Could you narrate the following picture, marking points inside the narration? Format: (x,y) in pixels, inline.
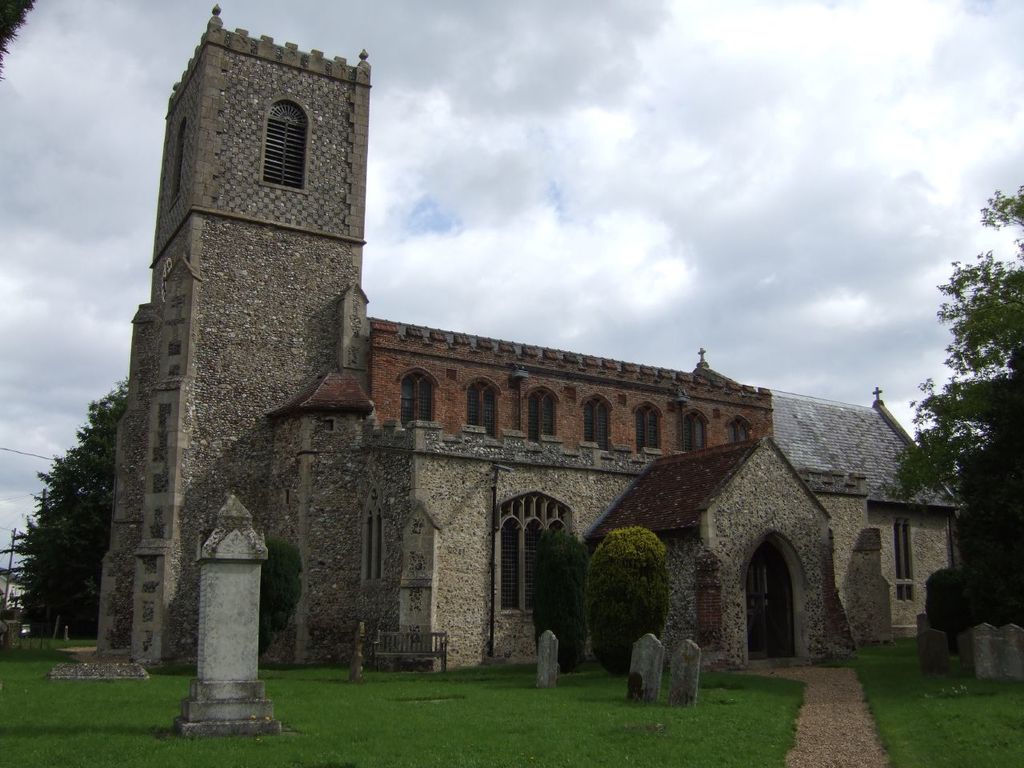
At the bottom of the image (343,722) on the ground (588,690) there is grass (276,693). And also there are graves (221,642) and pillars (240,516). Behind them there are bushes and trees (43,581). There is a building (717,470) with walls (738,501), windows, arched (742,587), doors (773,638), roofs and pillars (133,610). At the top of the image (522,101) there is sky (657,209) with clouds (33,476). On the left side of the image (43,581) there are trees (100,473).
